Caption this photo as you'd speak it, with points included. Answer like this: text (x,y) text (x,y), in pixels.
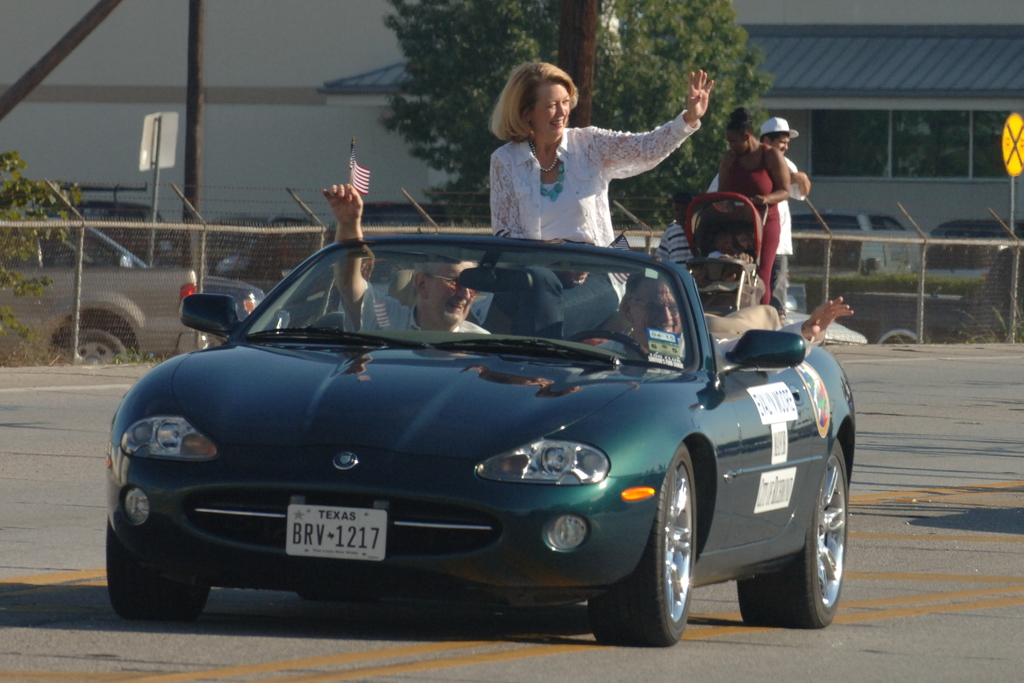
These persons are sitting in a car (448,335) and these persons (791,227) are standing. On the background (399,32) we can see wall (1018,192), glass window (898,149), trees (617,8), vehicles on the road (960,422), fence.
